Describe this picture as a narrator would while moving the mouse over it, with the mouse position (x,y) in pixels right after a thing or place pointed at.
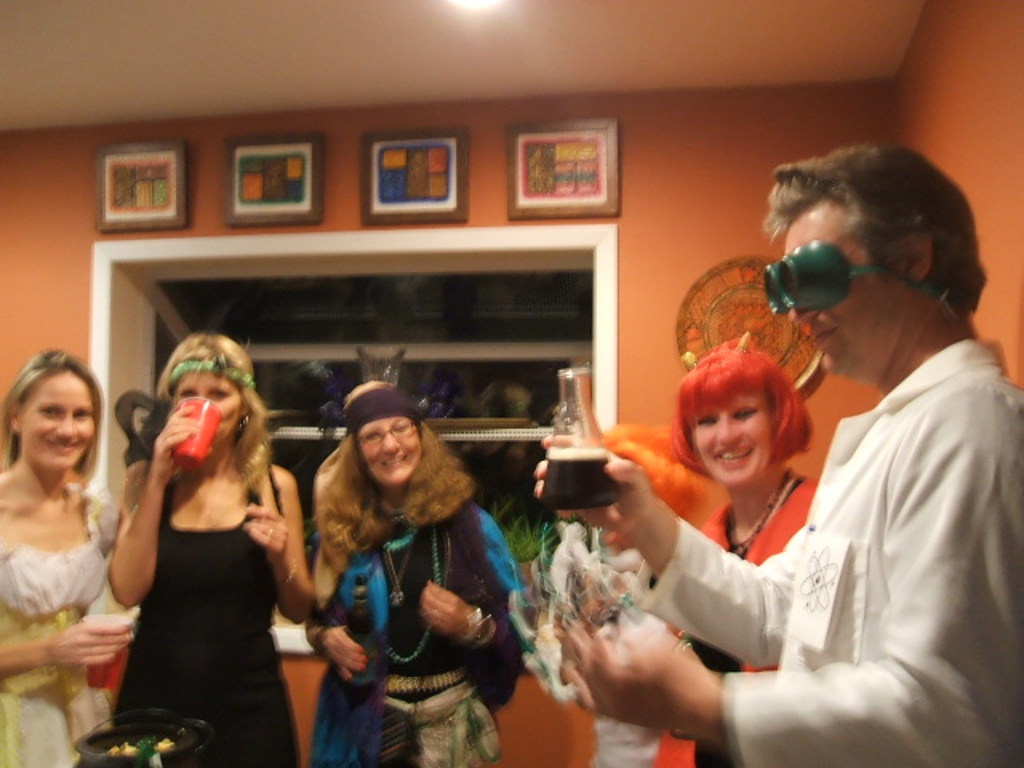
In this image I can see the group of people (373,684) with different color dresses (401,637). I can see two people (146,679) are holding the cups (105,673) and one person (607,660) holding the glass (583,488). In the background (628,305) I can see the frames (396,141) and board (693,342) to the wall (626,232). I can see the flower pot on the window (529,344).
